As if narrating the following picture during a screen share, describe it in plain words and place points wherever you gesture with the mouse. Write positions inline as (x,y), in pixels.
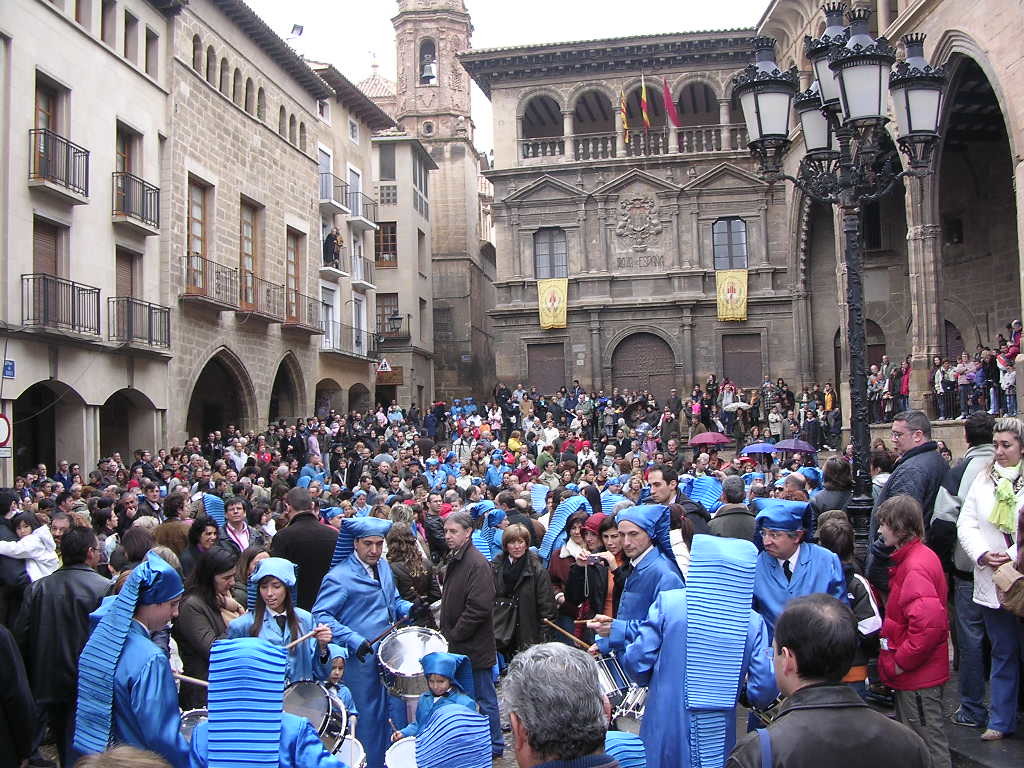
In this image I can see many people (347,511) standing and wearing the different color dresses (152,566). I can see few people (671,664) are playing the musical instruments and few people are holding the umbrella (807,448). To the right (862,155) I can see the light pole (847,165). There are many buildings (359,282) and I can see the railing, windows (387,239) and flags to the buildings (437,224). In the background (566,23) I can see the sky (566,7).
